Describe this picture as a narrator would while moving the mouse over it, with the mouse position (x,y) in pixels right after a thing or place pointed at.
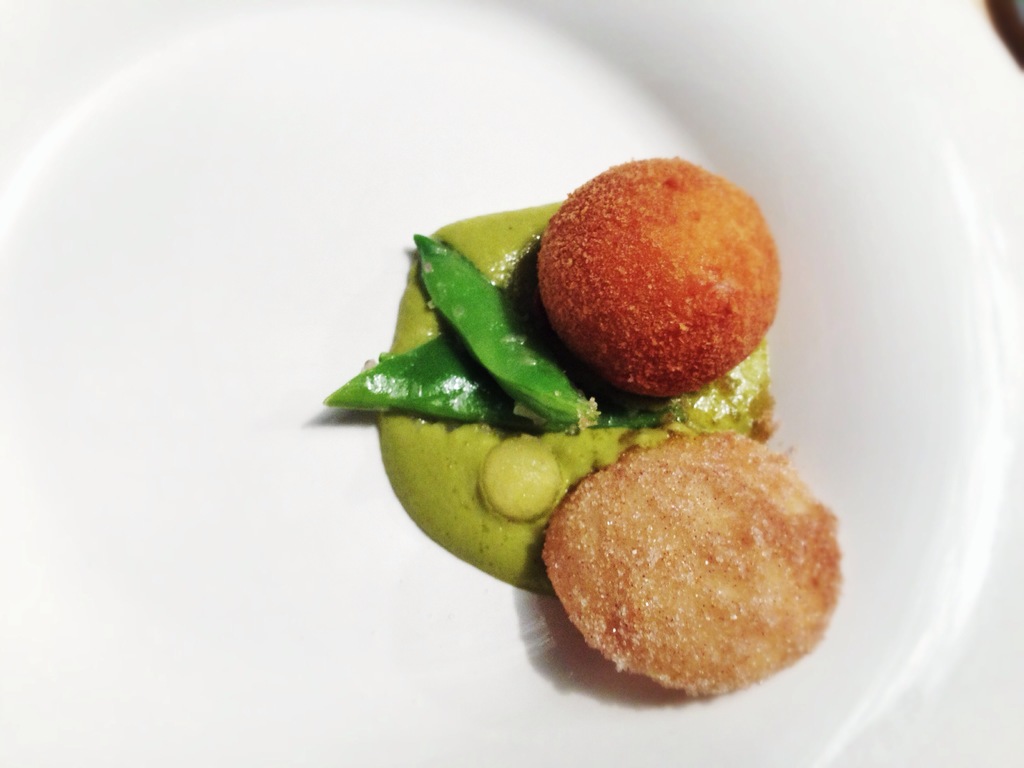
In this picture we can see food items (485,440) on a white plate (224,111).
